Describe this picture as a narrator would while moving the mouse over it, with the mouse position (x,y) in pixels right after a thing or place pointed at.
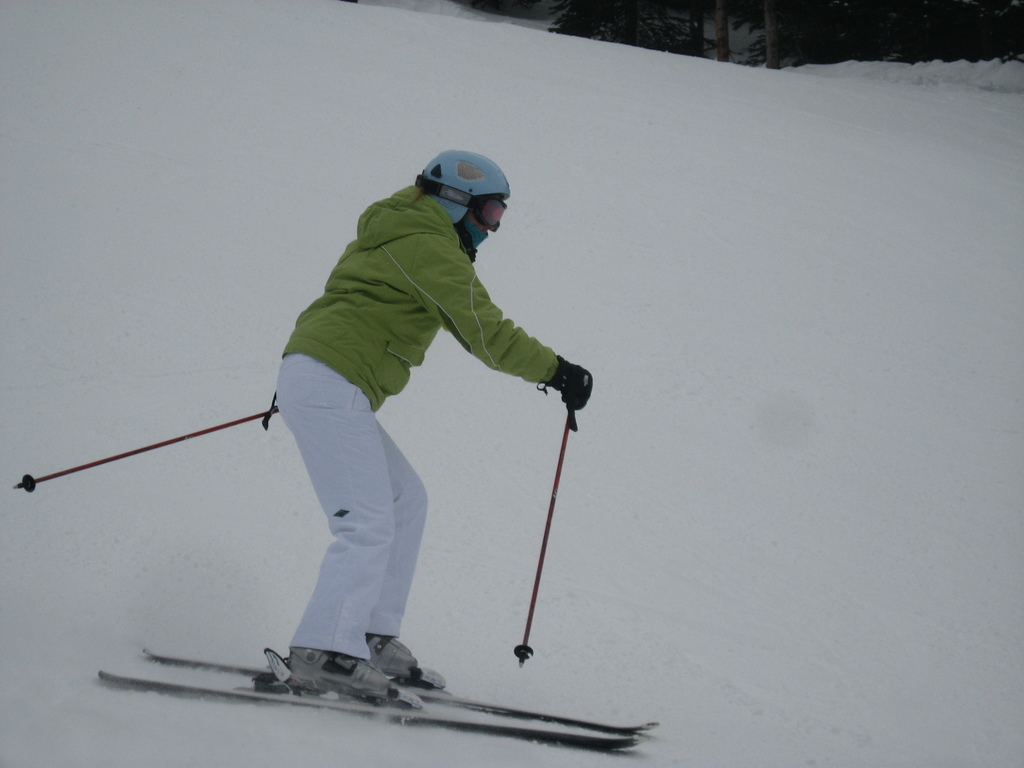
In this image we can see a person (371,481) is skiing. There is a snow (750,348) in the image. There are many trees (839,35) in the image.
